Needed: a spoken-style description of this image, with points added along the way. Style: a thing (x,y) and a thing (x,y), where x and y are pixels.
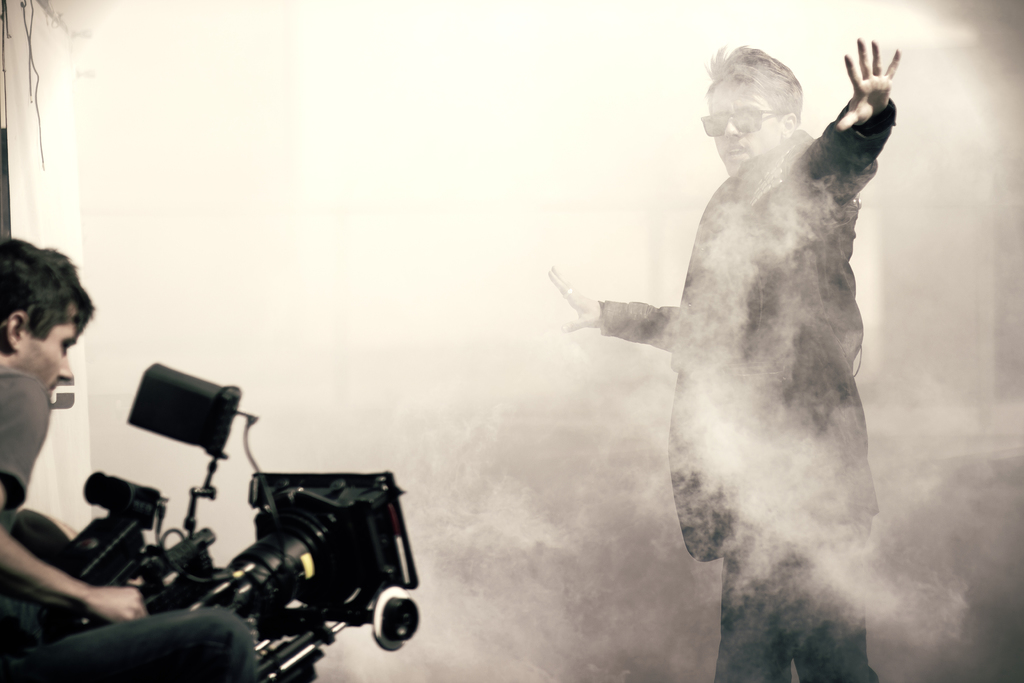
A man (845,321) with black jacket (814,337) is standing in the smoke (731,309). He is wearing goggles (745,119). To the left bottom (155,643) there is a man (46,571) sitting and holding a video camera (263,506) in his hand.
